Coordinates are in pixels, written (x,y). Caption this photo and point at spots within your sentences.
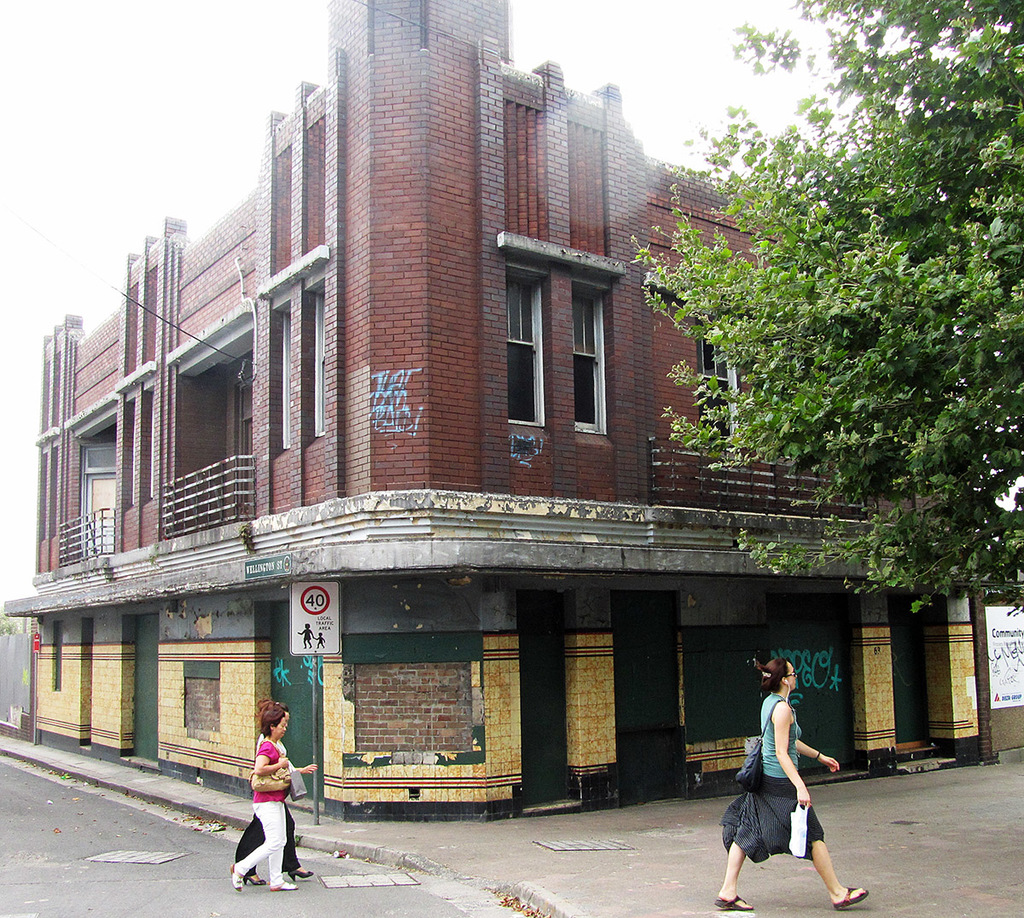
This image consists of buildings (324,432). At the bottom (148,891), there is a road (61,813) on which there are three persons (788,848) walking. To the right (939,334), there is a tree (968,335). The building (417,395) is in brown color.
